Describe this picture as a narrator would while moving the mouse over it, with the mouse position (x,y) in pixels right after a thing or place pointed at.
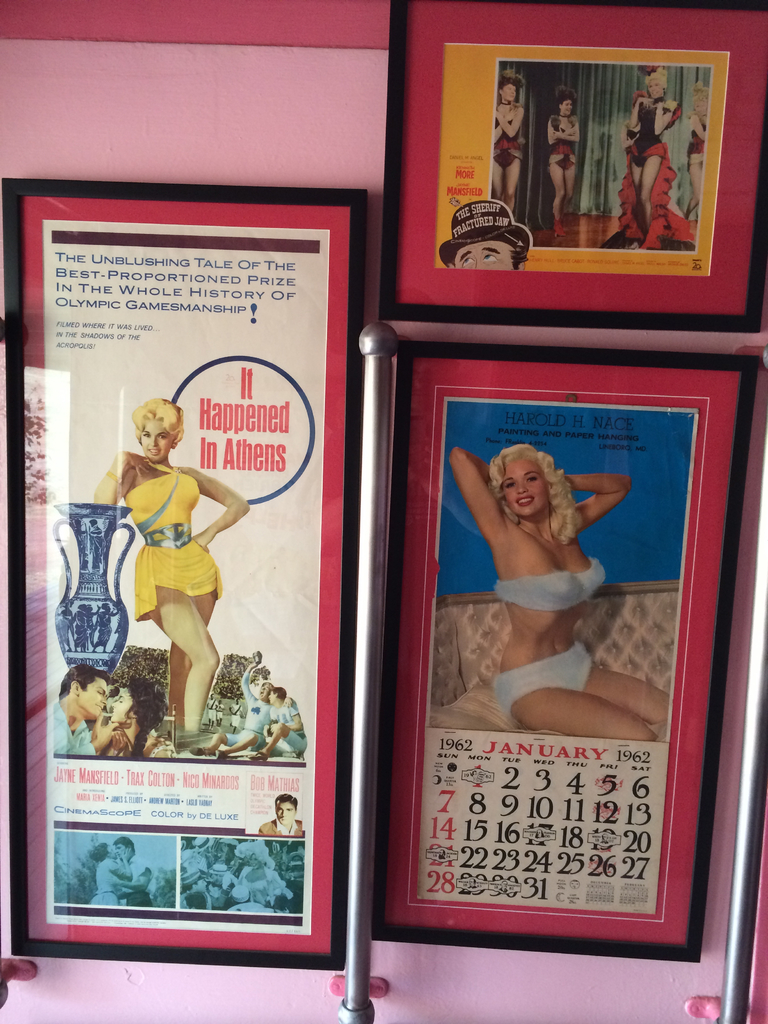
In this image we can see some frames (722,629) on a wall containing pictures (521,627) and some text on them. We can also see the metal poles (364,797).
